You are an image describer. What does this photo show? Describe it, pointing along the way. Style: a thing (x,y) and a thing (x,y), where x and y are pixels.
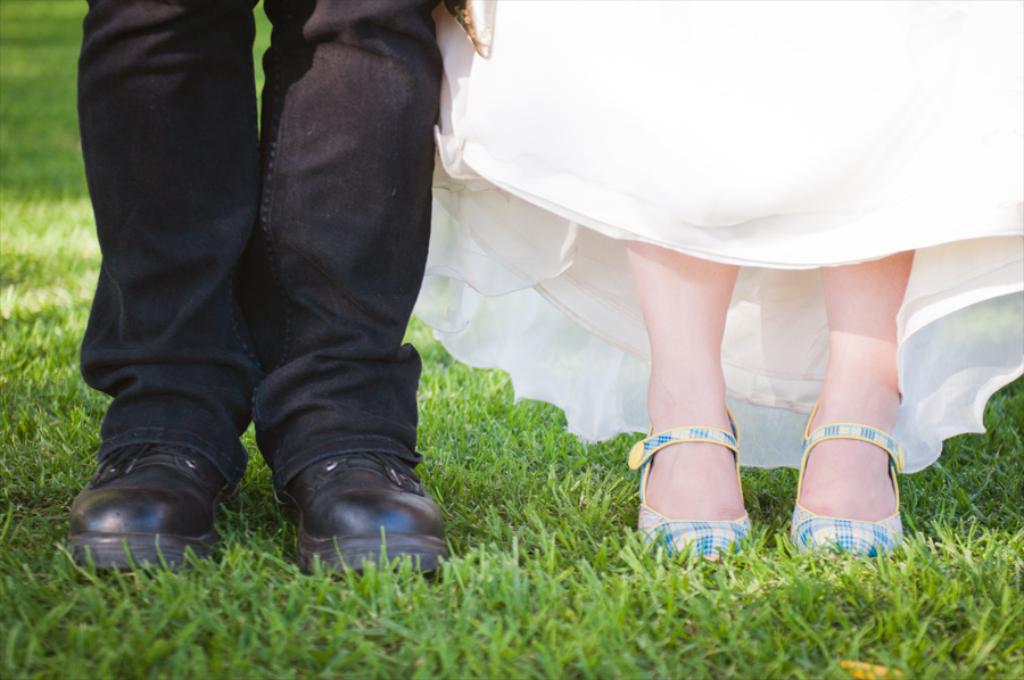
In this picture we can see two persons (609,261) standing here, a person (331,261) on the left side (304,242) worn shoes (365,460), at the bottom (532,521) there is grass (546,590).
